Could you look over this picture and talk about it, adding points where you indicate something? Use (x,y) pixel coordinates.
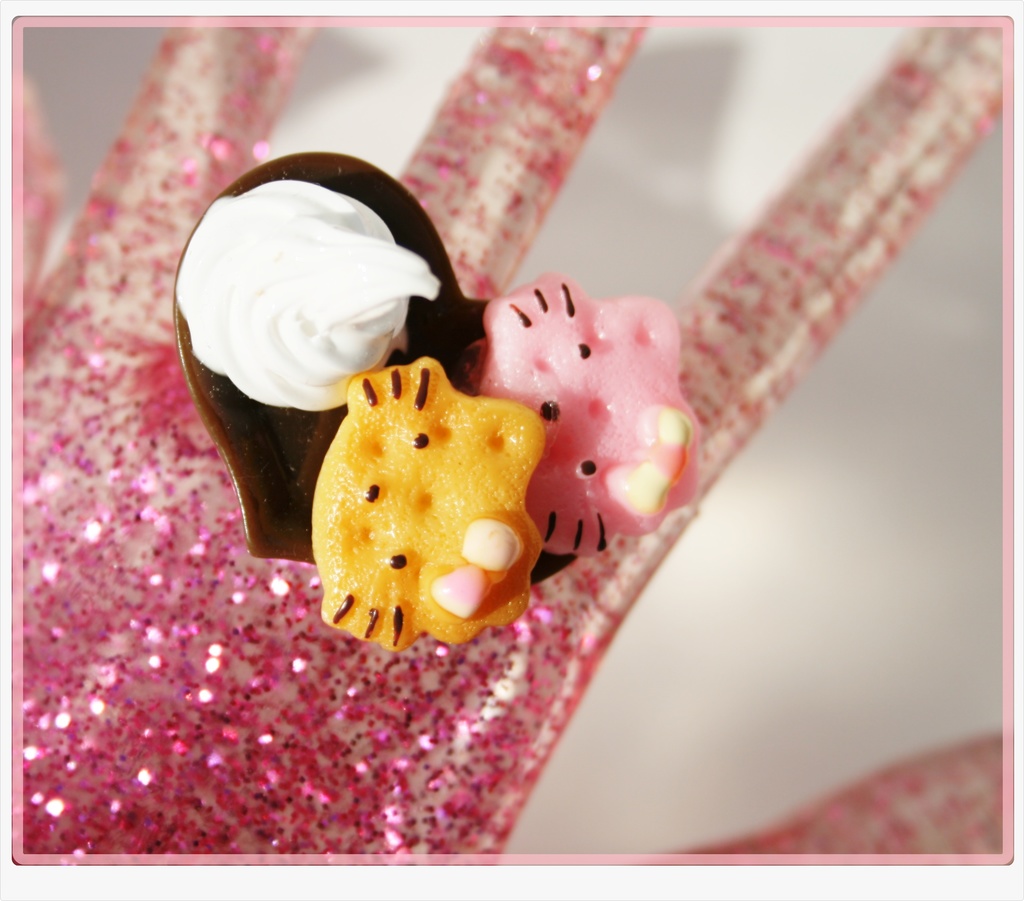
In this image there is an artificial glitter hand (856,832), on top of it, it seems like a cupcake (415,316) and jellies (473,443).
